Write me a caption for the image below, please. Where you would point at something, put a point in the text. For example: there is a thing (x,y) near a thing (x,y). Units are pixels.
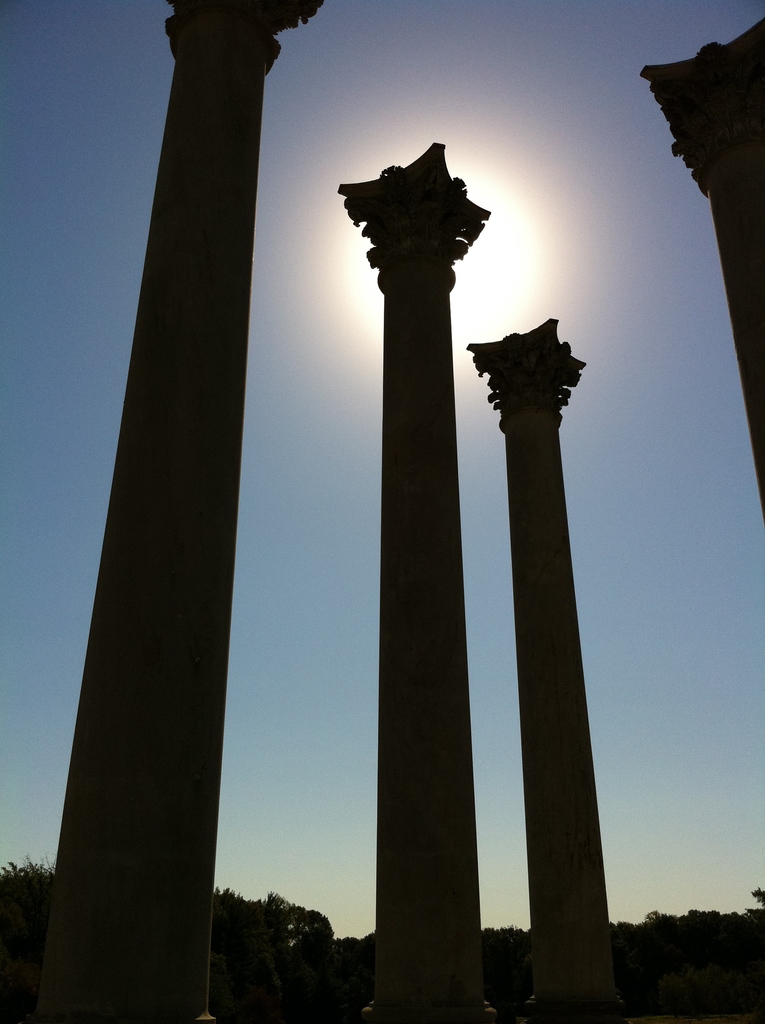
In this picture I can see pillars (559,638), there are trees (707,930), and in the background (301,426) there is the sky (121,94).
